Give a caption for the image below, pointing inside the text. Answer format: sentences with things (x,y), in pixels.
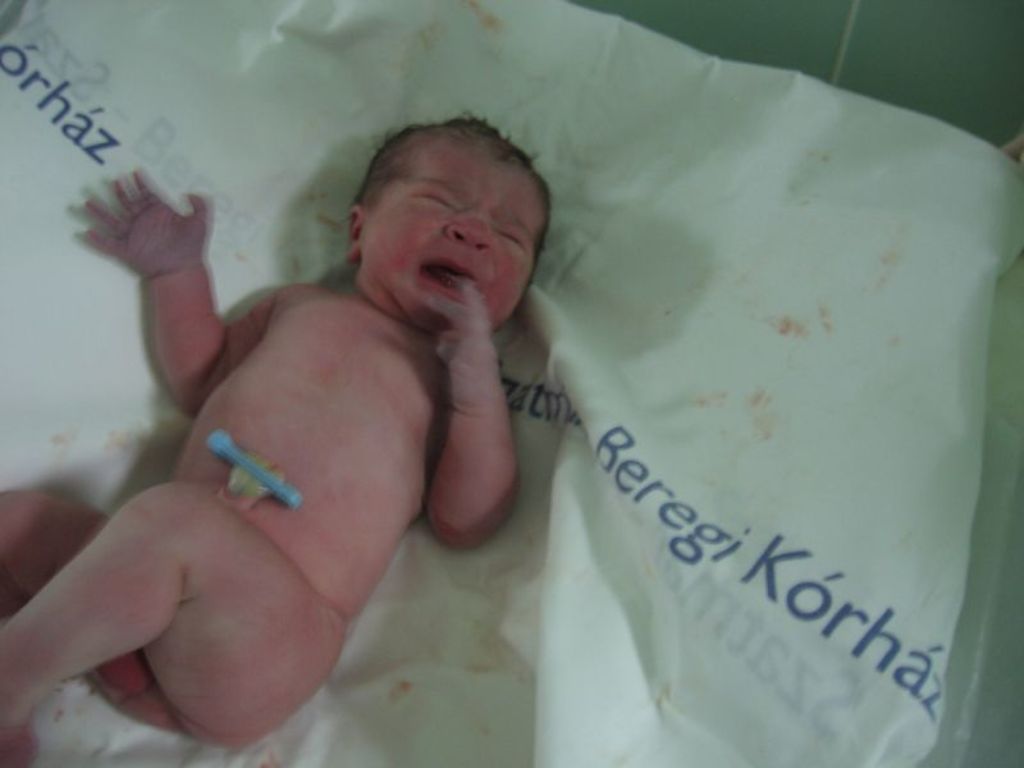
In this picture I can see a baby (418,327) on the white color cloth (774,402) and I can see some text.
